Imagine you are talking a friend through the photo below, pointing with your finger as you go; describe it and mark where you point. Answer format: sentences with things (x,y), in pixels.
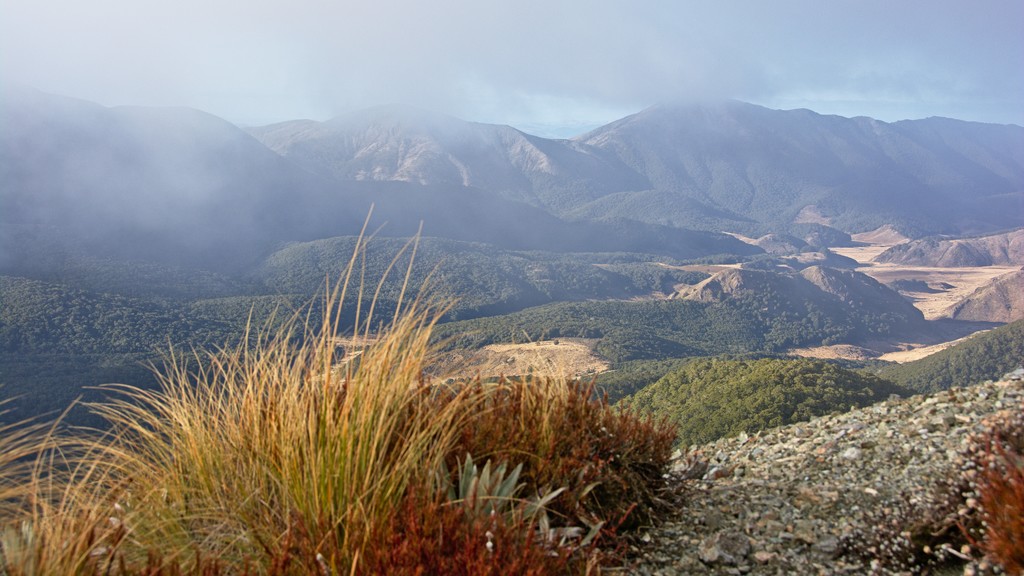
In the image there are plants (403,490) and grass (174,427) on the land (734,549) and back there are hills (232,282) covered with plants (533,270) all over it and above its sky (696,69) with clouds (293,41).
